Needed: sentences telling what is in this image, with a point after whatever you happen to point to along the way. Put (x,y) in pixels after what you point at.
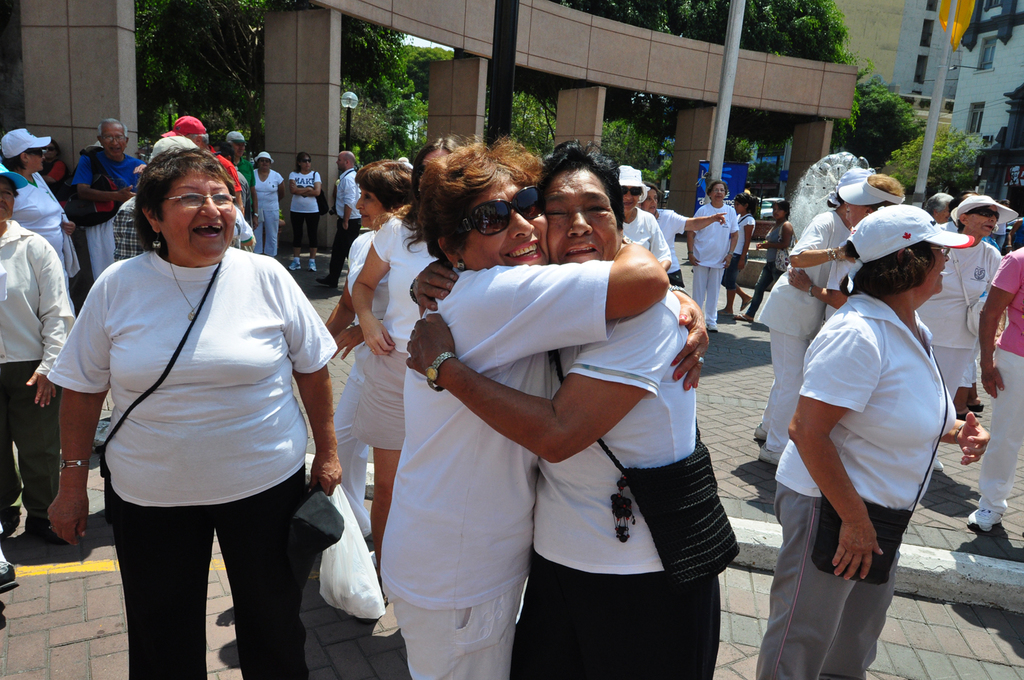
In this picture we can see bags (881,520), goggles (538,213), caps (871,190), plastic cover (369,596) and a group of people (406,204) standing on the ground (892,607) and at the back of them we can see pillars (76,51), trees (661,175), poles (716,155), banner (733,184), light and some objects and in the background (1020,64) we can see buildings (963,52) with windows (926,38).
